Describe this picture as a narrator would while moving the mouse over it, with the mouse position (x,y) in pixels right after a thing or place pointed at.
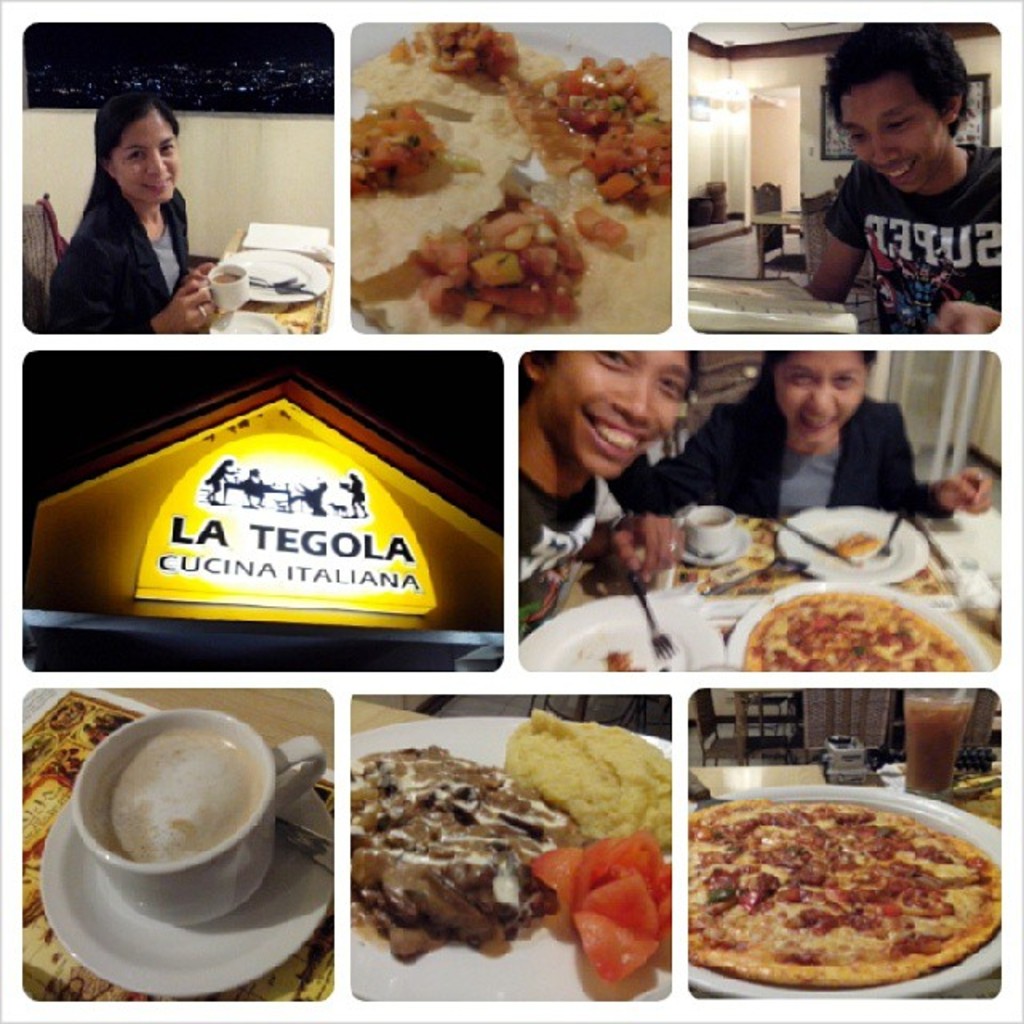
It is a picture of collage images, in the first image there is a woman (204,271), in the second image there are some snacks (432,173), in the third image there is a man (849,77), in the fourth image there is restaurant name (357,494), in the fifth image there is a man (645,572) and woman (744,504) and some food (804,656) in front of them, in sixth image there is some drink (196,836), in seventh image there is food (588,804), in the last image there is a pizza (852,857).
